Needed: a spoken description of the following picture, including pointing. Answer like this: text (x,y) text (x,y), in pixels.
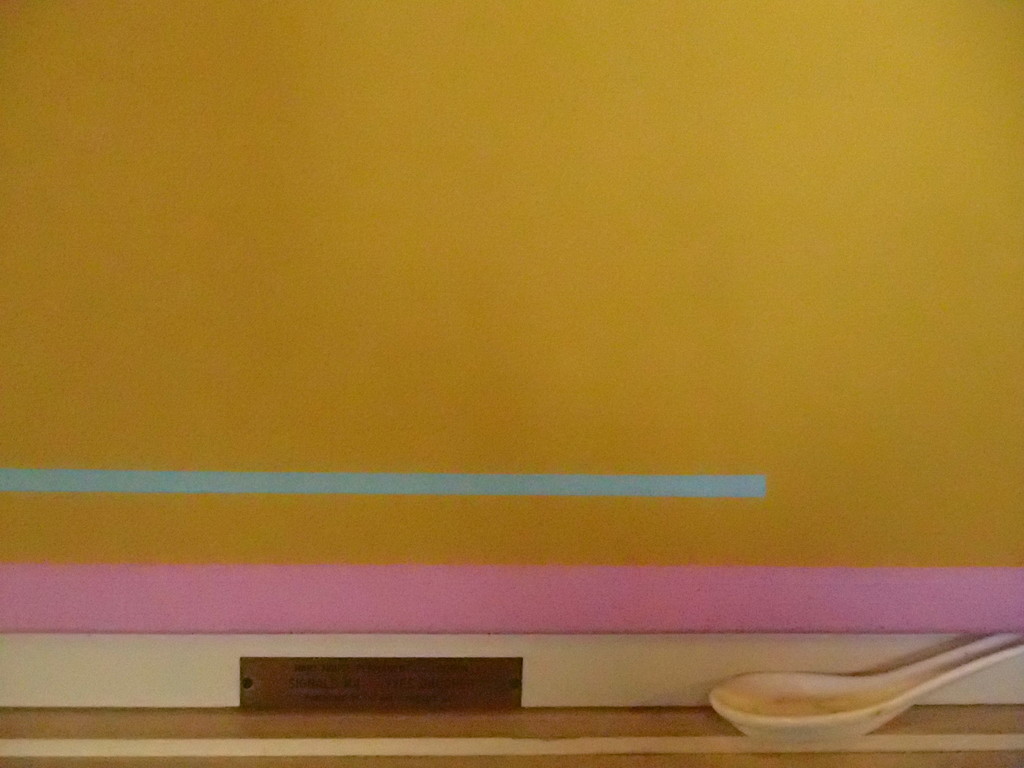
This picture shows a spoon (856,724) on the table (136,763).
